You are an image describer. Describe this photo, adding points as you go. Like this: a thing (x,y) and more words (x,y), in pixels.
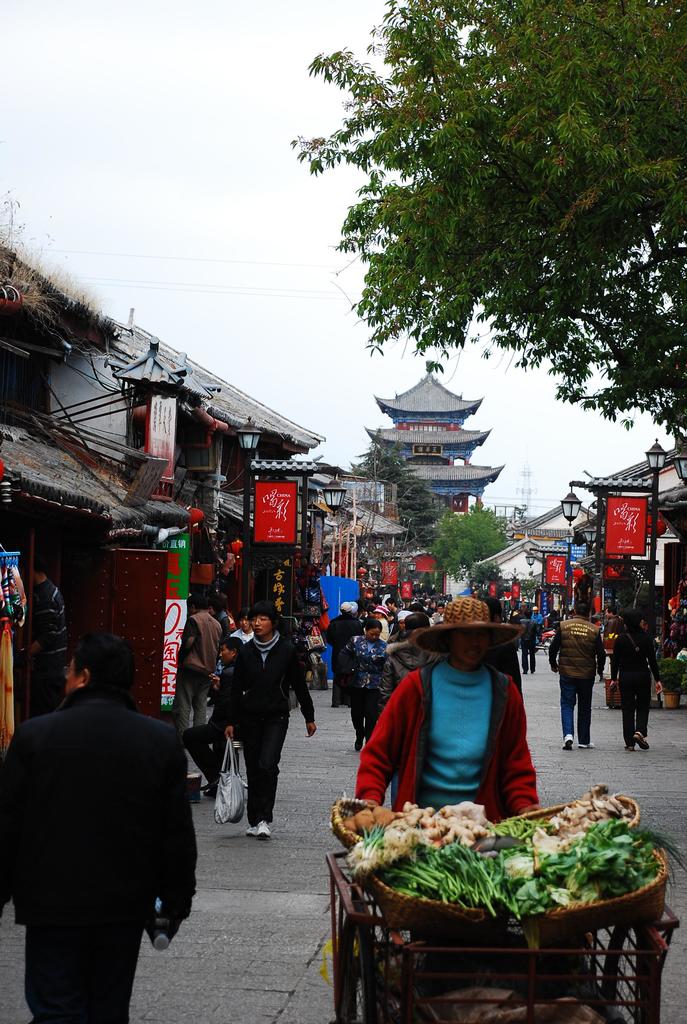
In this picture we can see a few vegetables (381,826) in the baskets (391,885). These baskets (379,884) are visible on a wheel cart (630,961). We can see a person (458,681) wearing a cap (448,640) and standing in front of this wheel cart (359,1010) on the right side (478,697). There are a few people (284,735) holding objects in their hands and walking on a path (296,929). We can see a few boards (272,493) on the poles (545,578). There is a tree (458,297) visible on the right side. We can see a few buildings (522,559) and a plant (444,549) in the background (510,543).
